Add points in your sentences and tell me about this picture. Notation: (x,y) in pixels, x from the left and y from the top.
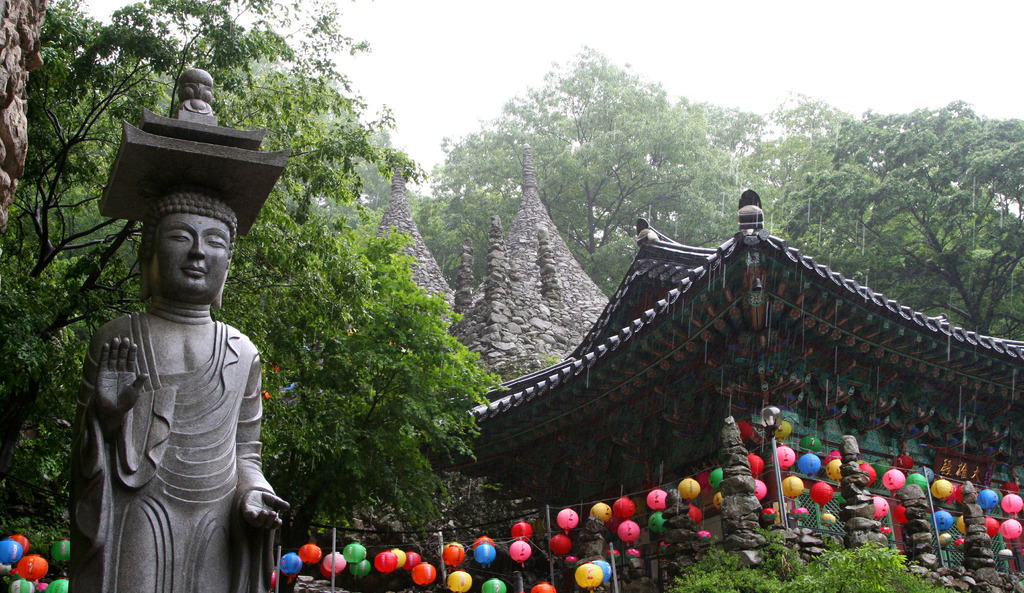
On the left (176,340) there is a buddha sculpture (176,319) and there are trees (59,340). In the center of the picture (647,350) there are balloon like decorative items (456,557) and there is a temple (879,338). In the background (590,162) there are trees (556,163). Sky (868,31) is cloudy.
